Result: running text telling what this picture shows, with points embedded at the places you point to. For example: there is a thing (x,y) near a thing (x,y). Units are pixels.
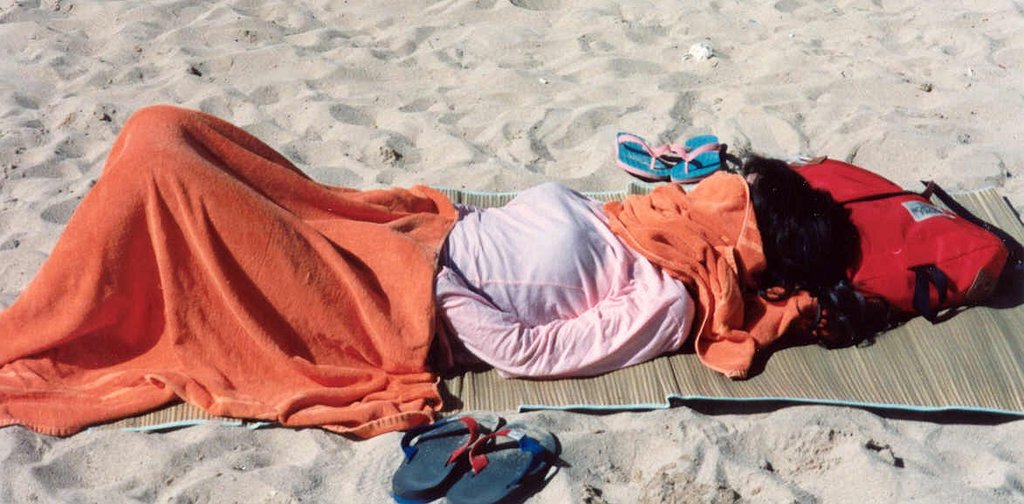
In this image we can see a women (616,250) wearing pink dress (559,255) is laying on a red bag (900,270) placed on the sand (259,452). Orange clothes (746,364) are placed on her. In the background (636,174) we can see slippers (699,167).
